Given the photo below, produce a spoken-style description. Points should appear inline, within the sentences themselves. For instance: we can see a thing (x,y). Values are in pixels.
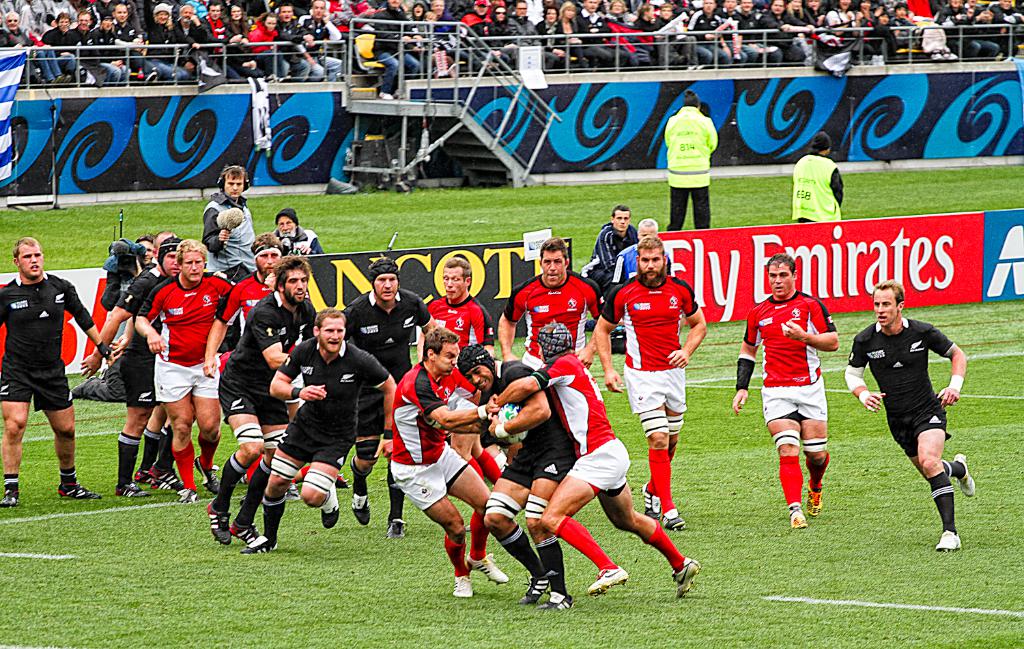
In the middle (381,315) 3 men (312,373) are running, they wore black color dress (329,377). On the right side (800,357) 4 men (545,288) are running, they wore red color dresses (641,368). They are playing the sport, at the top (272,28) many people (295,52) are sitting and observing this sport.
